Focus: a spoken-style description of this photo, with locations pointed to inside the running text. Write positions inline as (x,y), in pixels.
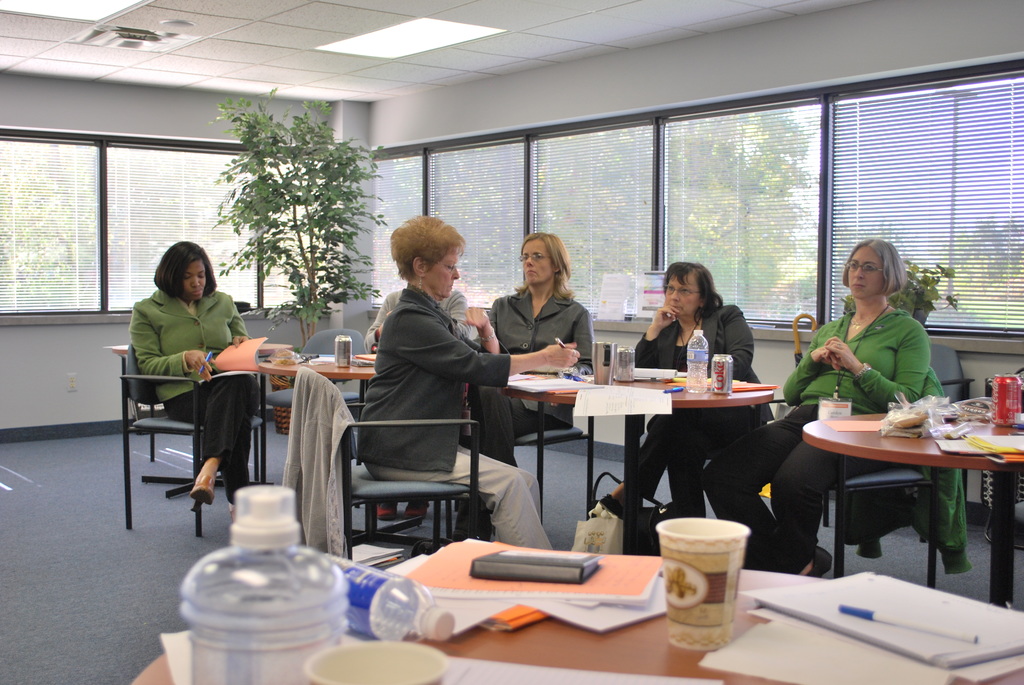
An indoor picture. This persons (398,479) are sitting on a chair (154,381). In-front of this person's (501,375) there is a table (661,384), on a table (666,384) there is a bottle (701,365), tin (724,365), papers (604,395), book (583,574) and pen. On this chair (354,421) there is a jacket (322,436). This woman (194,363) is holding a book (227,365) and pen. This is a plant (340,155). Outside of the windows (536,197) there are trees (609,168).
